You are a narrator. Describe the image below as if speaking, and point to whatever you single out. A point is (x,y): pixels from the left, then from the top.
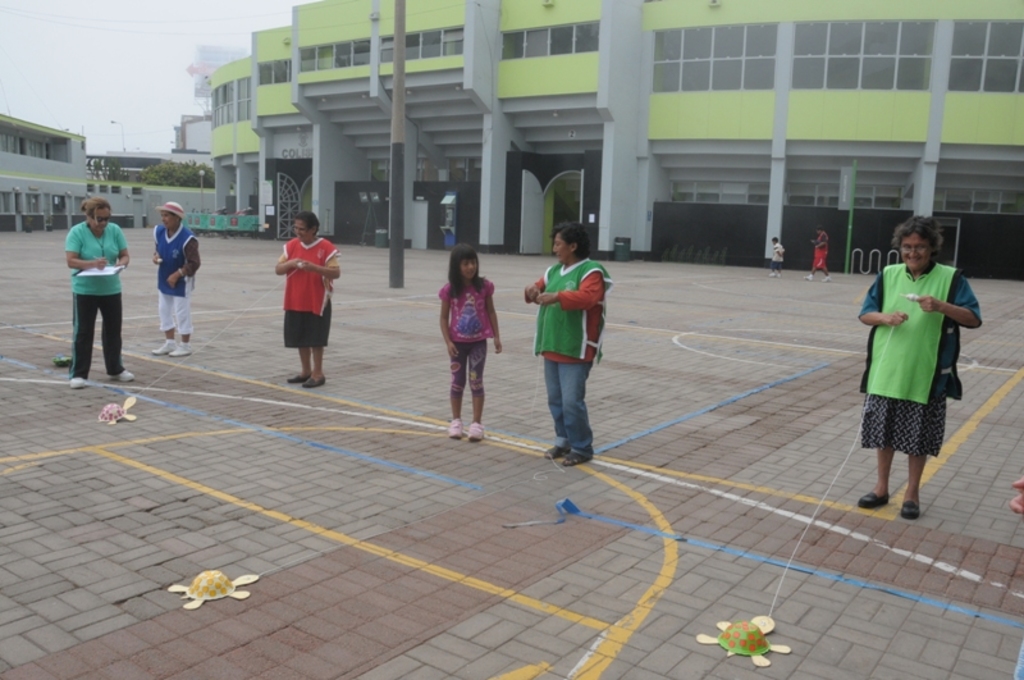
In this picture I can see buildings (213,145), tree (166,172) and couple of them walking and few are standing holding strings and I can see toys (744,641) on the ground (126,347) and a human (96,226) holding papers (84,268) in the hand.
